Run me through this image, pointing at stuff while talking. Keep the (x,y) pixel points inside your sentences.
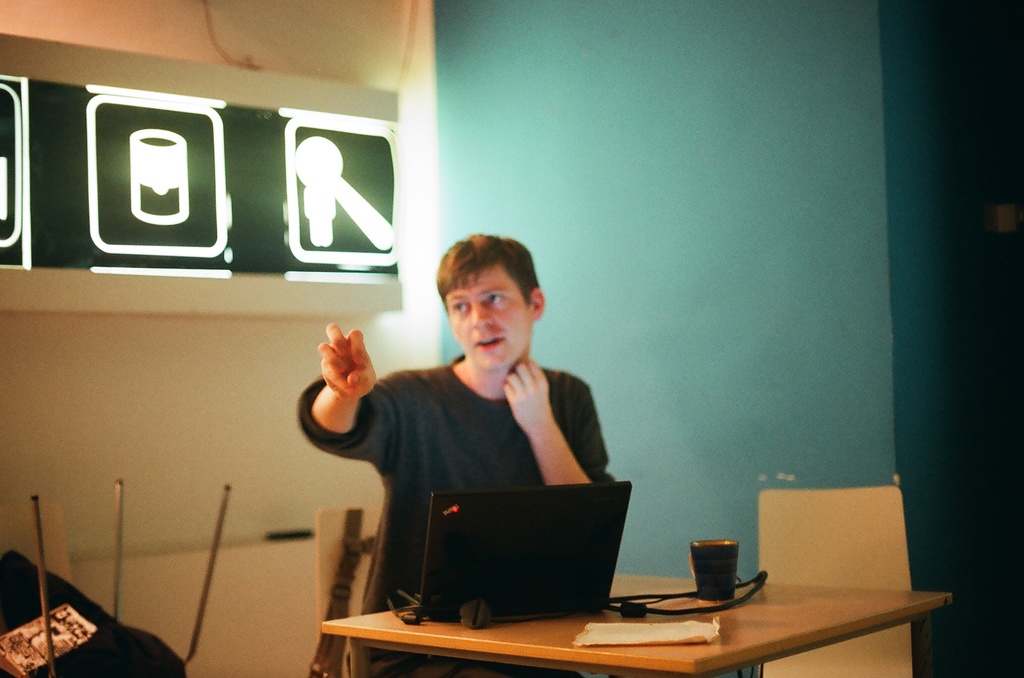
This man (423,540) is sitting on chair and raising his hand (337,385). In-front of this man (466,429) there is a table (777,624), on a table (630,587) there is a laptop (599,551), cable (610,608) and cup (702,583).
